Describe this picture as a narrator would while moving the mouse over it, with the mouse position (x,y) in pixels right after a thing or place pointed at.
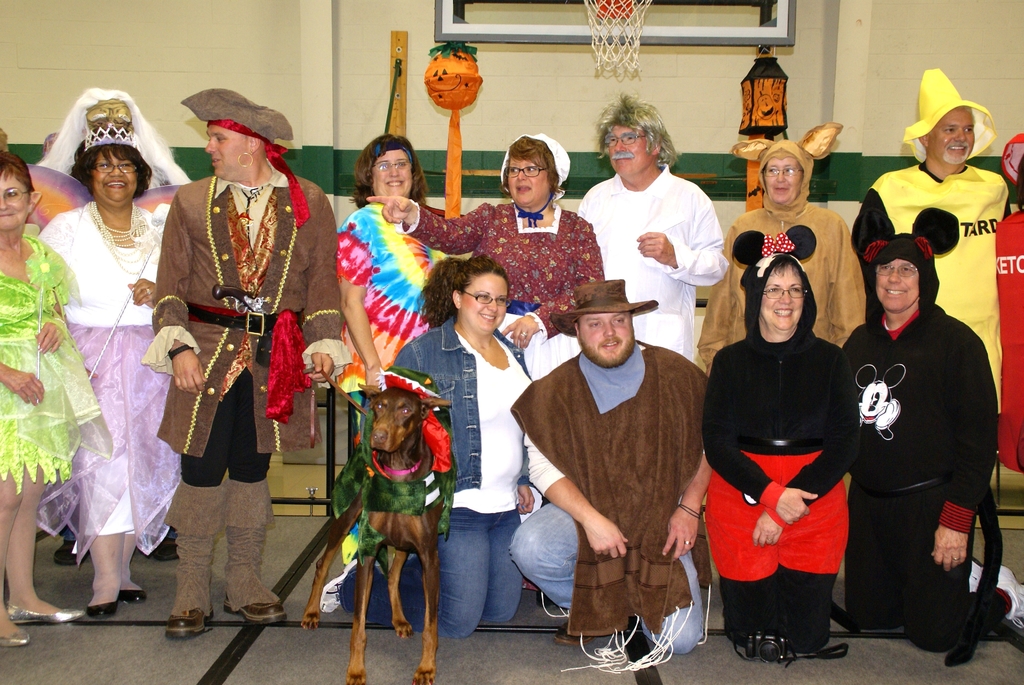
The picture consist of there is a big room (300,476) many people (134,431) are there on the room (440,394) and some people (879,468) they are sitting on the floor (510,649) and some people (233,603) they are standing on the floor (522,656) and behind the persons (662,274) the basketball court (628,60) is there and in front of the people (456,462) some dog (407,461) is standing on the floor (520,670) many of people (651,317) they are laughing and the back ground (531,101) is white.
